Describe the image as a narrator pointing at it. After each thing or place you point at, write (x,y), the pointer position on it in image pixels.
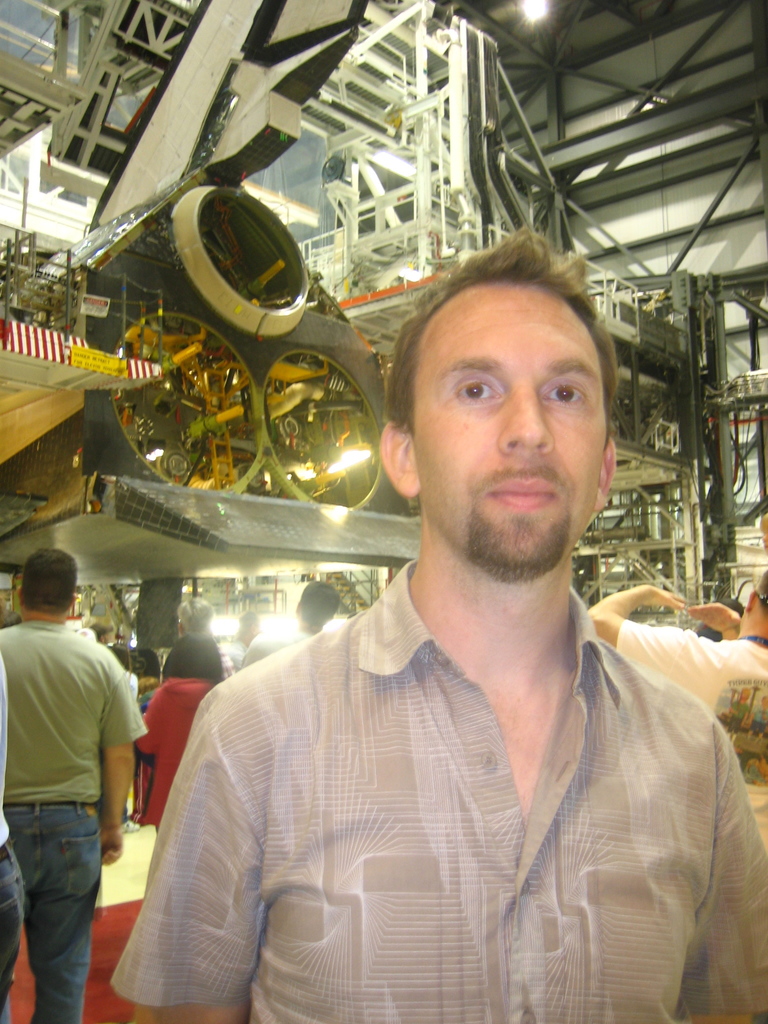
In this image we can see there are a few people (271,739) standing in the hangar (425,237).
